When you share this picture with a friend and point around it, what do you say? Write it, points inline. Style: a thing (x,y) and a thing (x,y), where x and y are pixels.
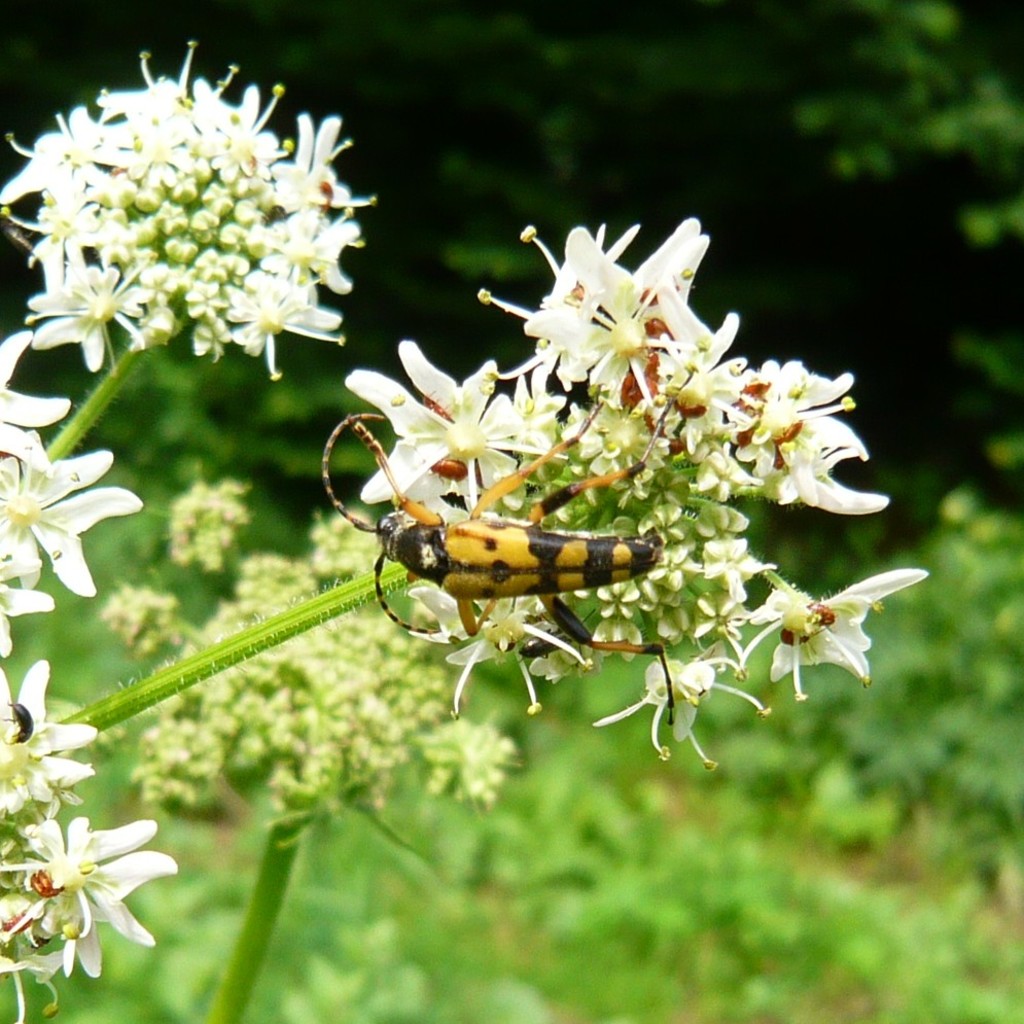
In this image we can see greenery (558,922) on the back side (1008,63) and on the frontside (76,319) we can see the white color flower (458,638) with stem (337,613) and a bug (351,417) standing on the flower (633,442).
